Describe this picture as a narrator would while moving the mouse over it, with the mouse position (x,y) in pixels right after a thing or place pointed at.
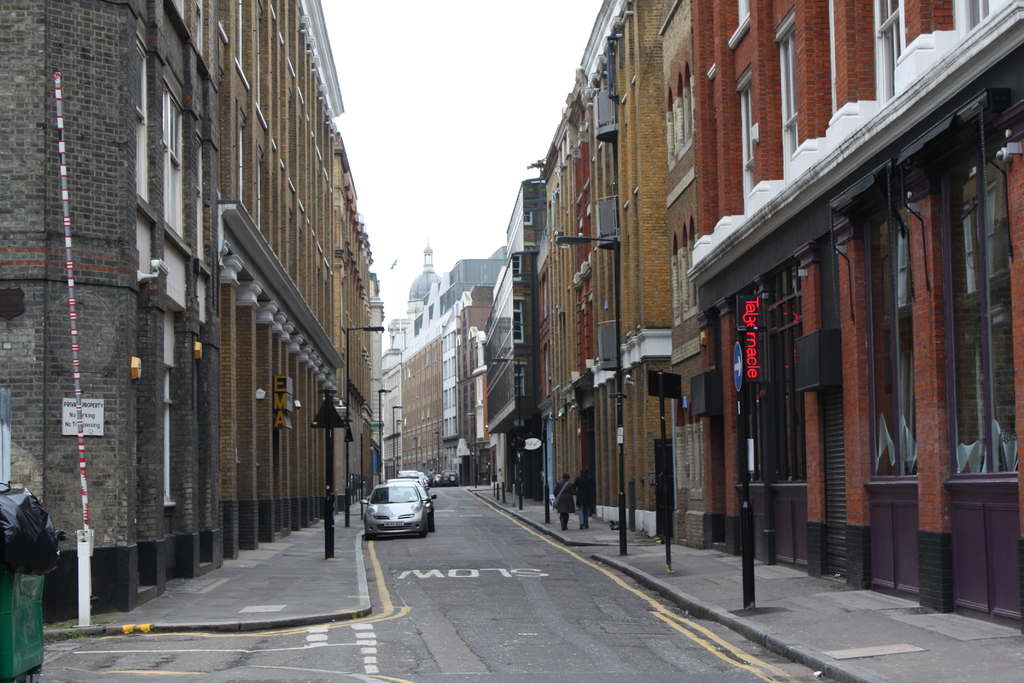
In the foreground of this image (477,606), there is a road (495,595) on which there are vehicles (404,505). On either side, there are poles (615,401) and buildings (369,374). On the right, there are two people (565,511) walking on the side path (608,542). At the top (445,98), there is the sky (412,108).
